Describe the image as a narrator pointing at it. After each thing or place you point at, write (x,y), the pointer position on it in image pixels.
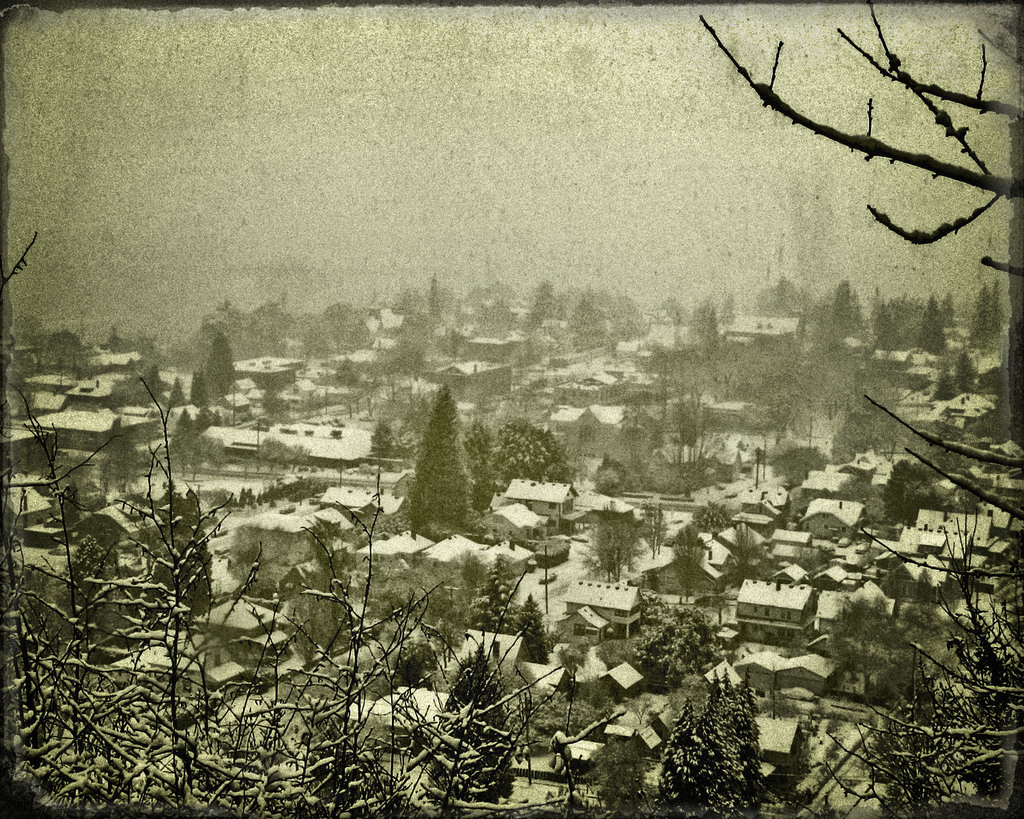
In the image we can see some trees (981,769) and buildings (963,543). Top of the image (690,168) there is sky (346,47).
